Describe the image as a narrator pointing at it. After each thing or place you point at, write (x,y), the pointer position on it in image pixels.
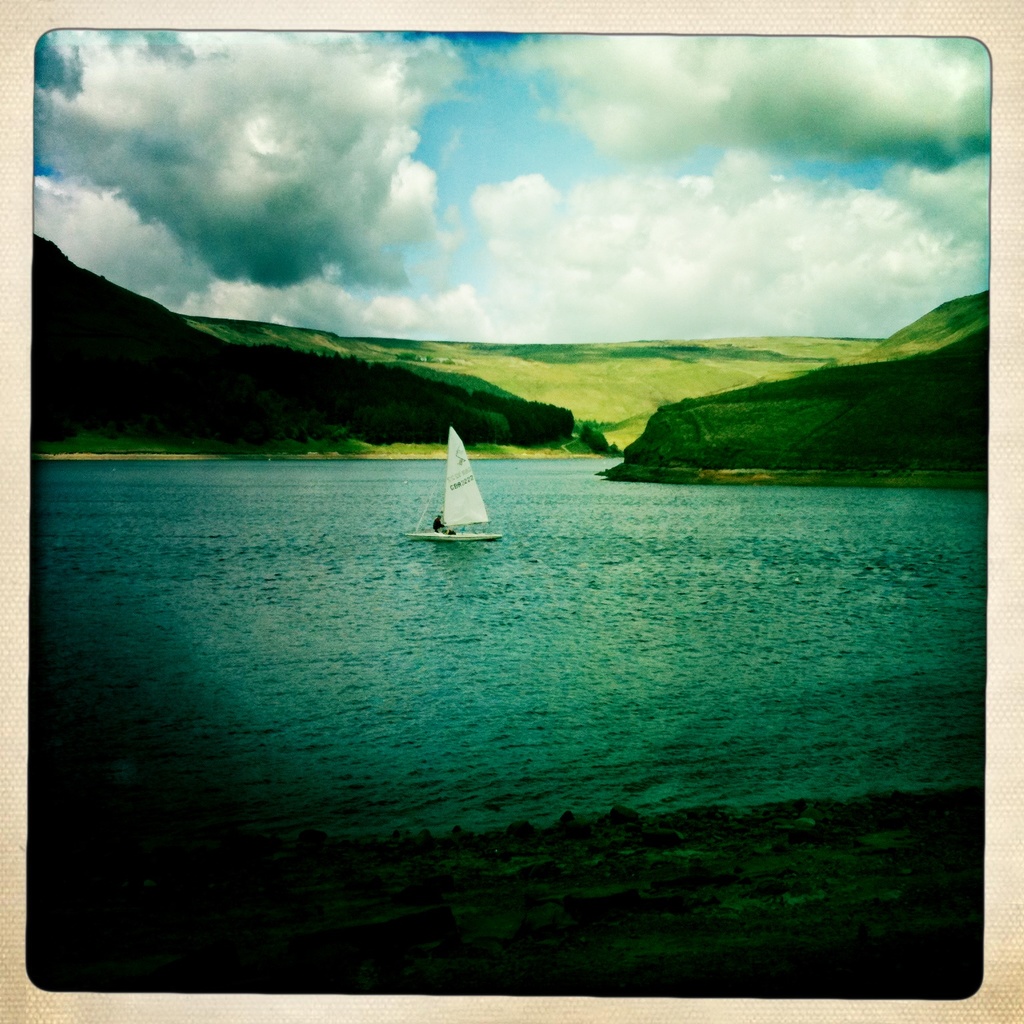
In this picture I can see the mountains (439,347), one lake (440,504), some sand (210,937), one boat (454,532) in the lake (356,603), some trees (103,417), bushes (332,437), plants (227,416) and grass (713,403) on the surface (759,448). There is one person (439,520) sailing the boat (470,500) and at the top (773,316) there is the cloudy sky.
